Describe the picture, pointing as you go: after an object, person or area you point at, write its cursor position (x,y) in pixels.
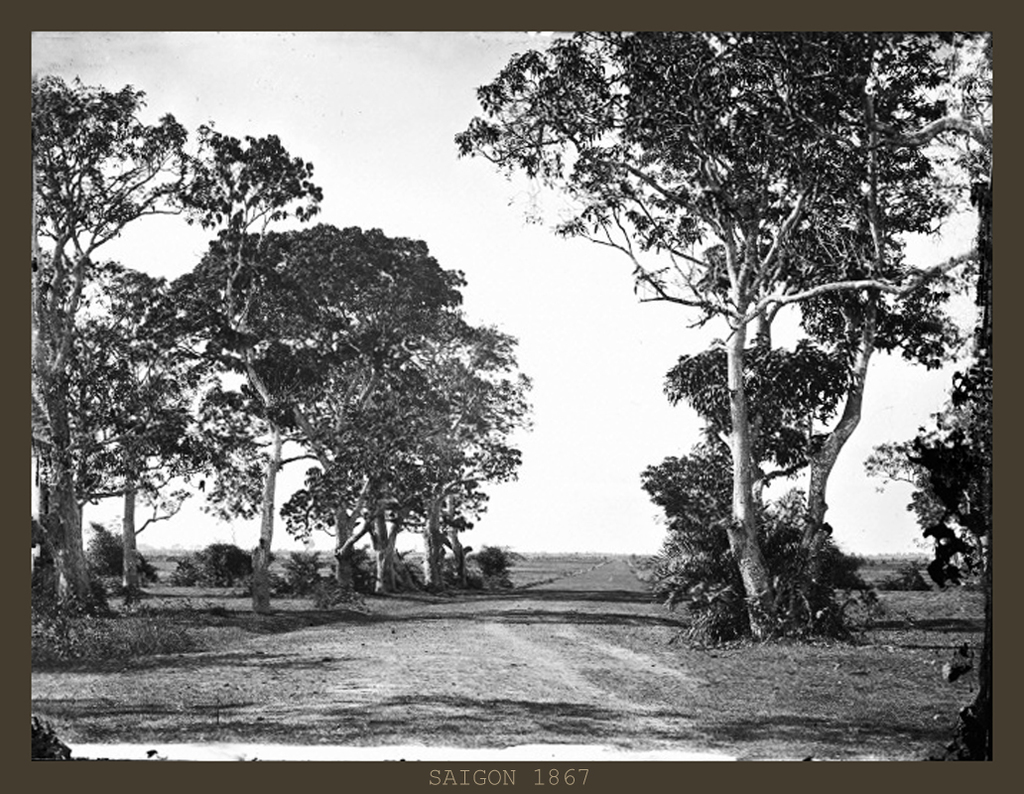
This is a black and white image, in this image there is a land (618,650) and trees (711,308) in the top (545,205) there is a sky (570,348).
